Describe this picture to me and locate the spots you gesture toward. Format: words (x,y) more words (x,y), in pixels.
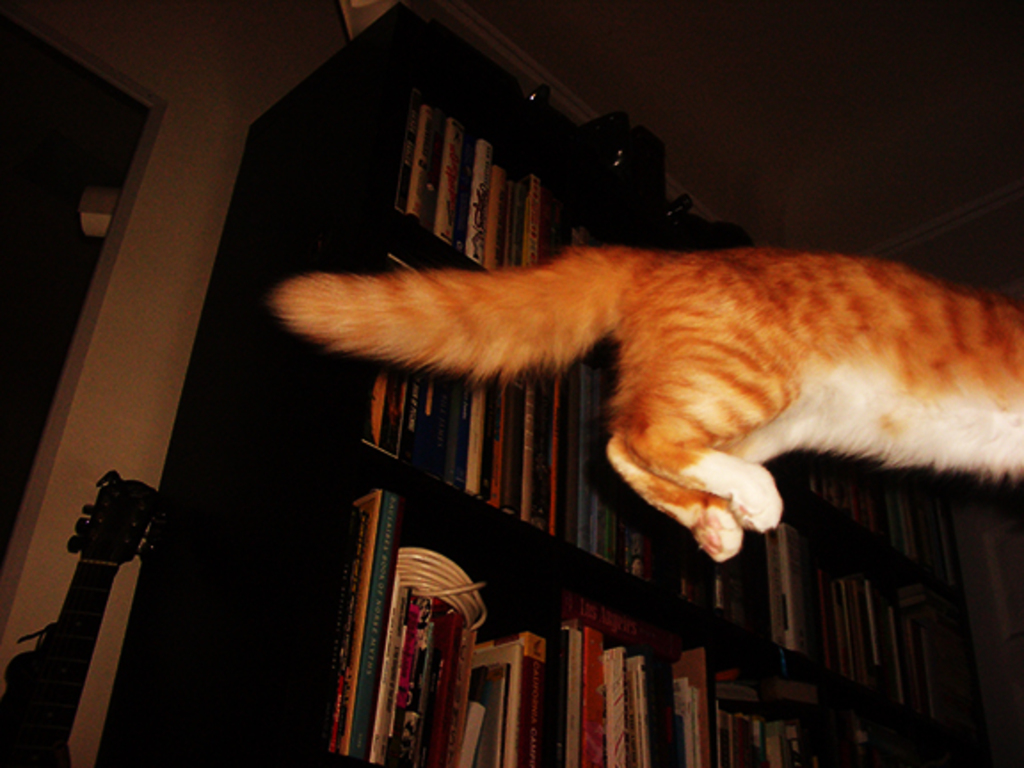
On the right (705,518) we can see a cat (628,325) in the air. In the background (401,591) there are books (382,621) in the bookshelves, a guitar (94,564) leaning on the wall (99,426).
